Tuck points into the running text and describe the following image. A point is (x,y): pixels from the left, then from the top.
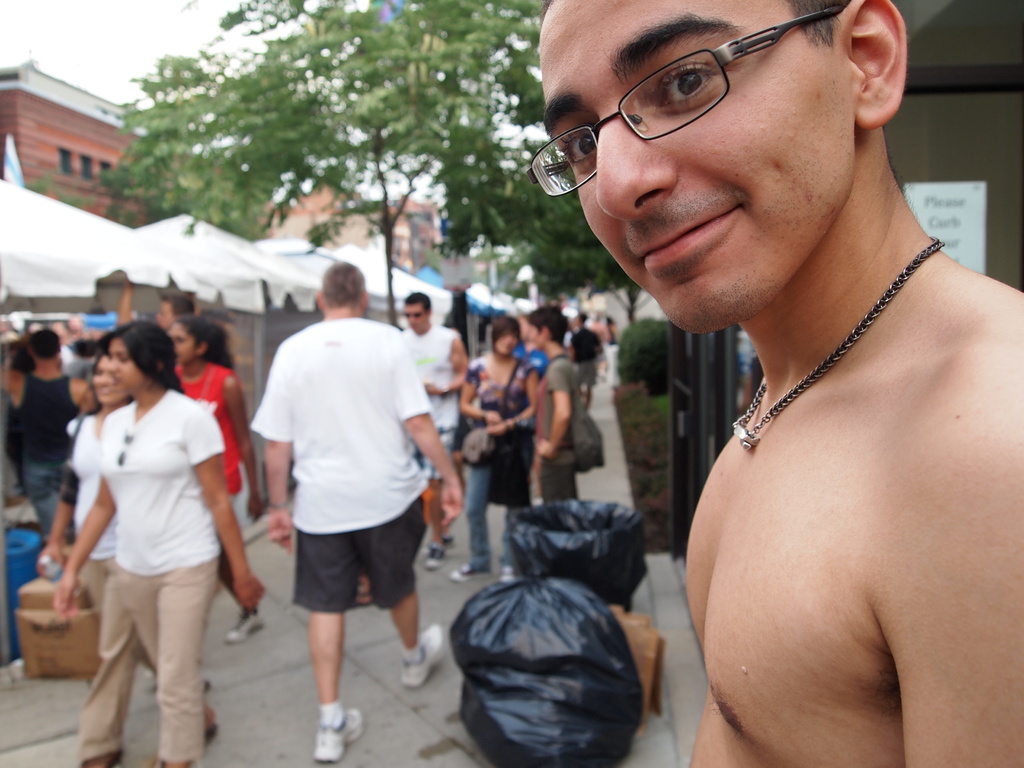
In this image there is a man (863,528) standing. Beside him there are people (243,562) walking on the ground (276,675). There are bags (501,660) and boxes (38,640) on the ground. Beside them there are tents (165,255). In the background (75,141) there are buildings (57,123). At the top (126,44) there is the sky (130,31). There are trees (467,112) and hedges (629,354) in the image.
